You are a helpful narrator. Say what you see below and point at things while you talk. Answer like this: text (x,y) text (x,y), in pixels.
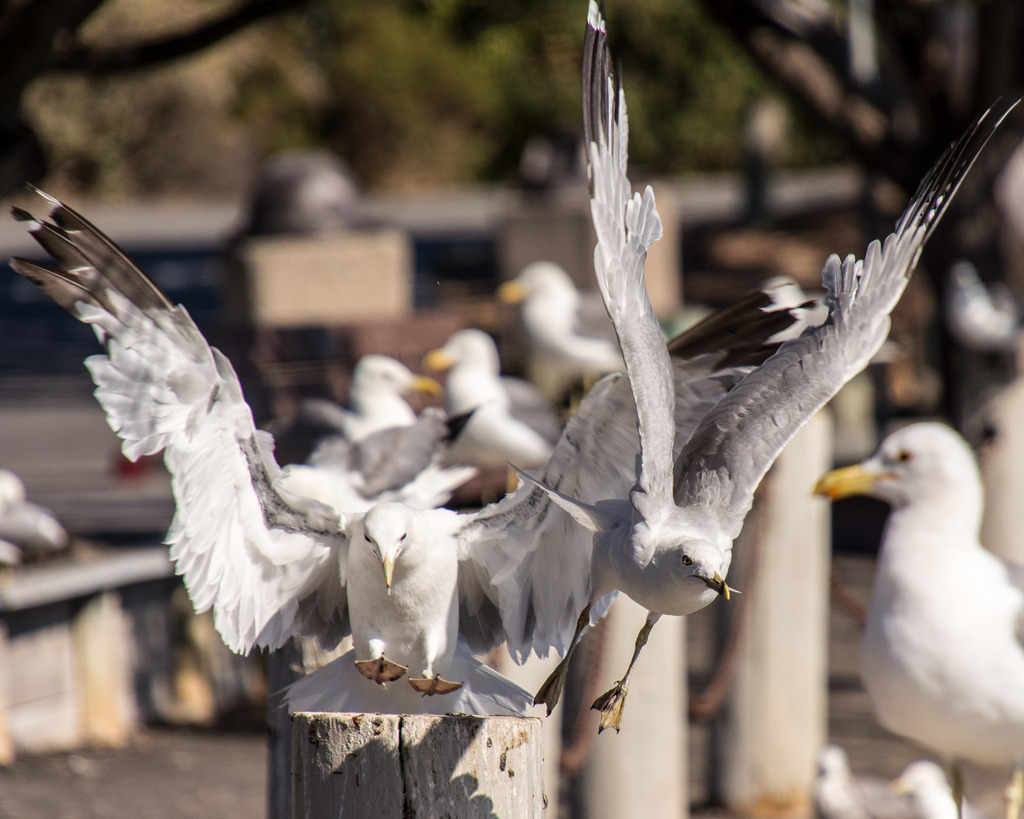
This is an outside view. At the bottom (615,737) there are few wooden poles (479,748) and there are many birds (549,584). At the top of the image (466,53) the leaves (537,47) are visible. The background (403,56) is blurred.
